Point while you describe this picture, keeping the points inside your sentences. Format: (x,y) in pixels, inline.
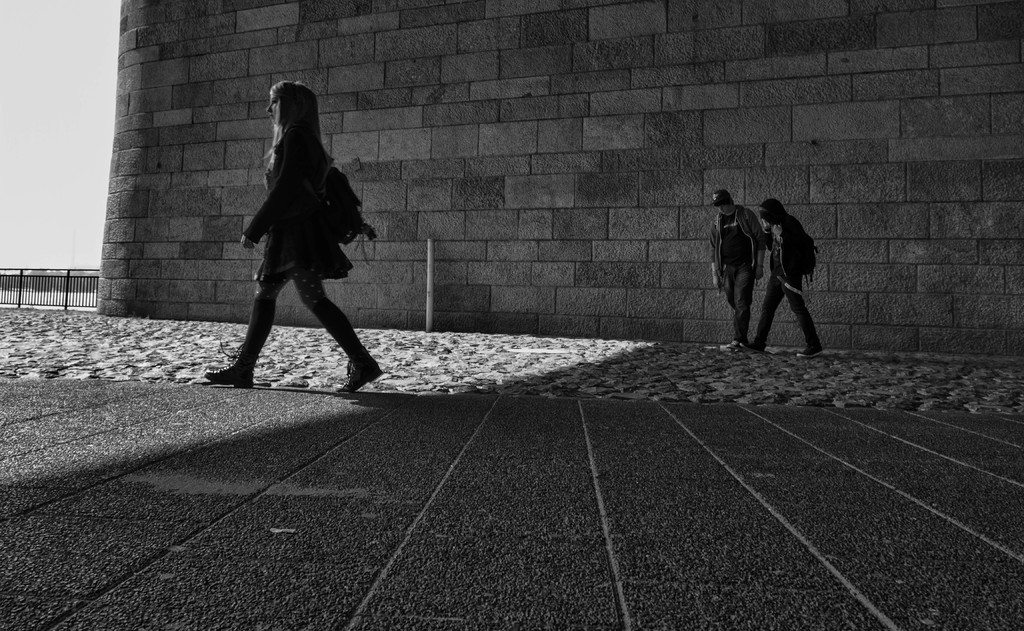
In this picture, we can see few people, ground (514,391), pole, fencing (60,280), the wall (412,321), and the sky (13,202).
